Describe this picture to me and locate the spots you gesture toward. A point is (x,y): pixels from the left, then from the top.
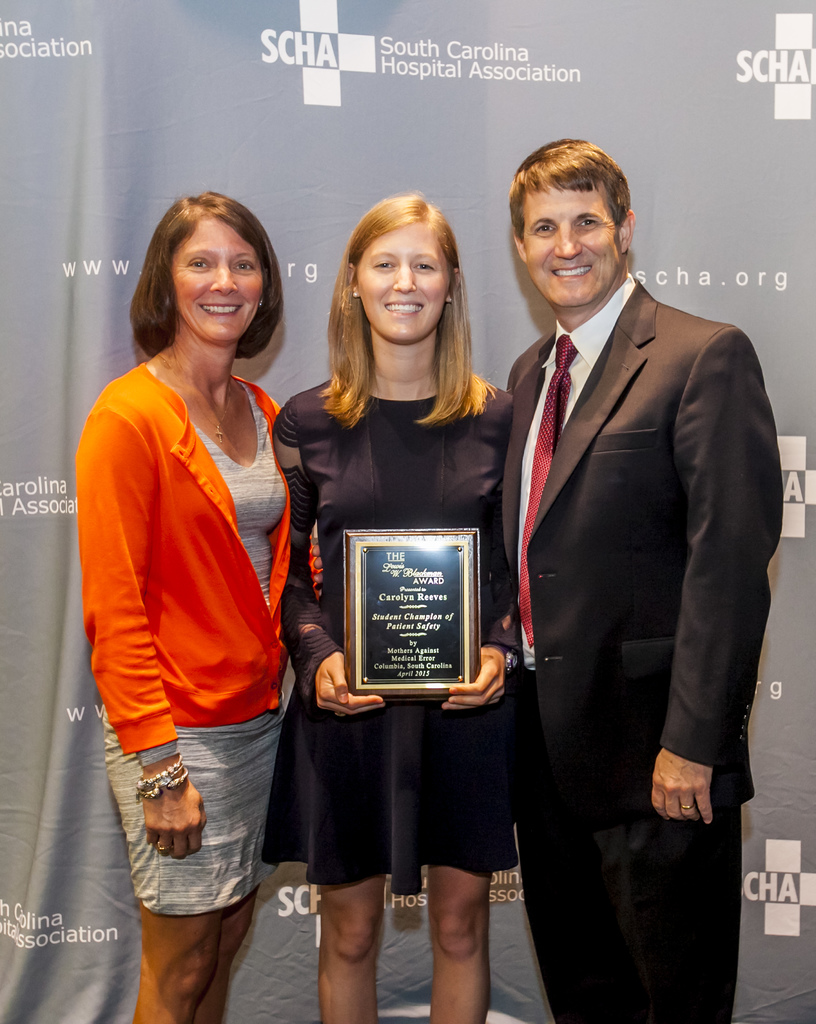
In the picture i can see three persons (532,510) two women (308,459), a man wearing black color suit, women (201,580) wearing orange and grey color dress (267,598), woman (480,761) wearing black color dress (412,500) holding award (409,655) in her hands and in the background of the picture (387,74) there is grey color sheet (235,111).
